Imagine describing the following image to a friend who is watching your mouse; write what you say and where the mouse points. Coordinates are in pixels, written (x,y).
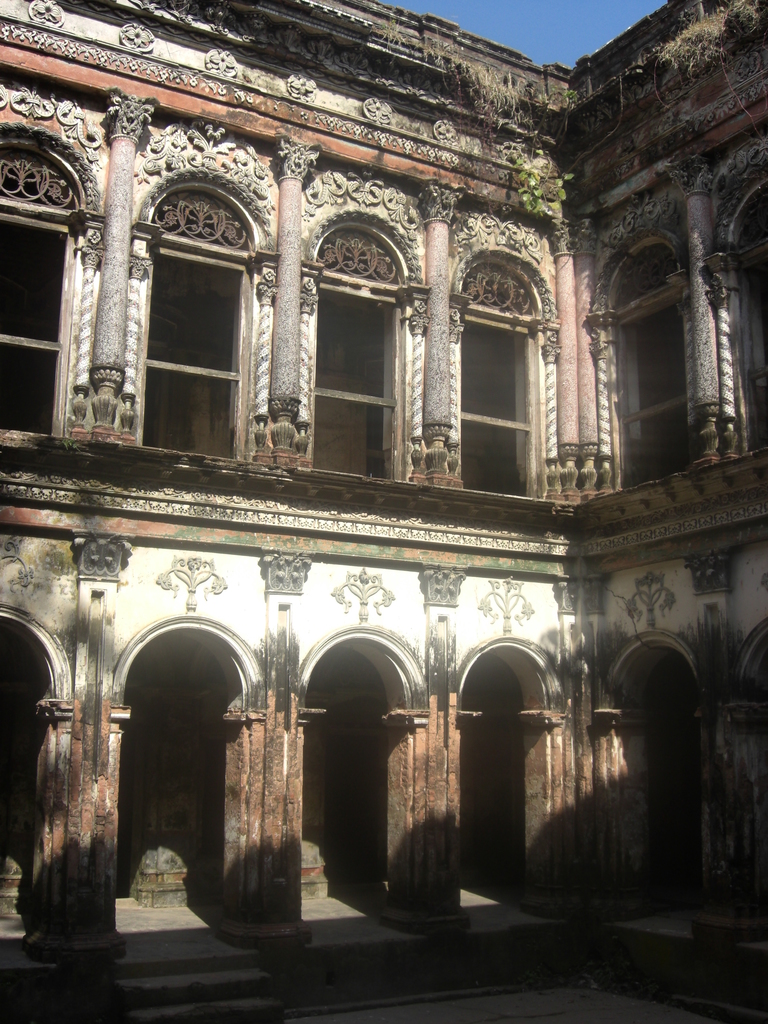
In this picture we can observe a building (169,706). there are pillars (286,346). The building (441,422) is in white and brown color. In the background (509,17) there is a sky (504,30).
